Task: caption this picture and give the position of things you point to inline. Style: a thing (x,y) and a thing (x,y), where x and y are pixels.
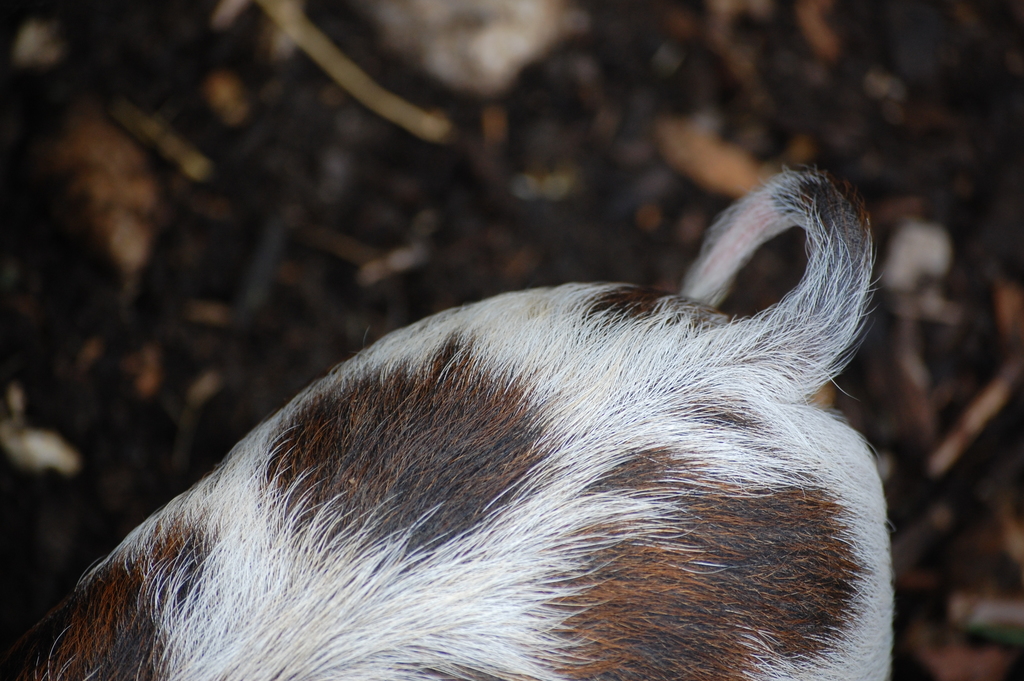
In this image we can see the tail (704,288) of an animal (418,481).
